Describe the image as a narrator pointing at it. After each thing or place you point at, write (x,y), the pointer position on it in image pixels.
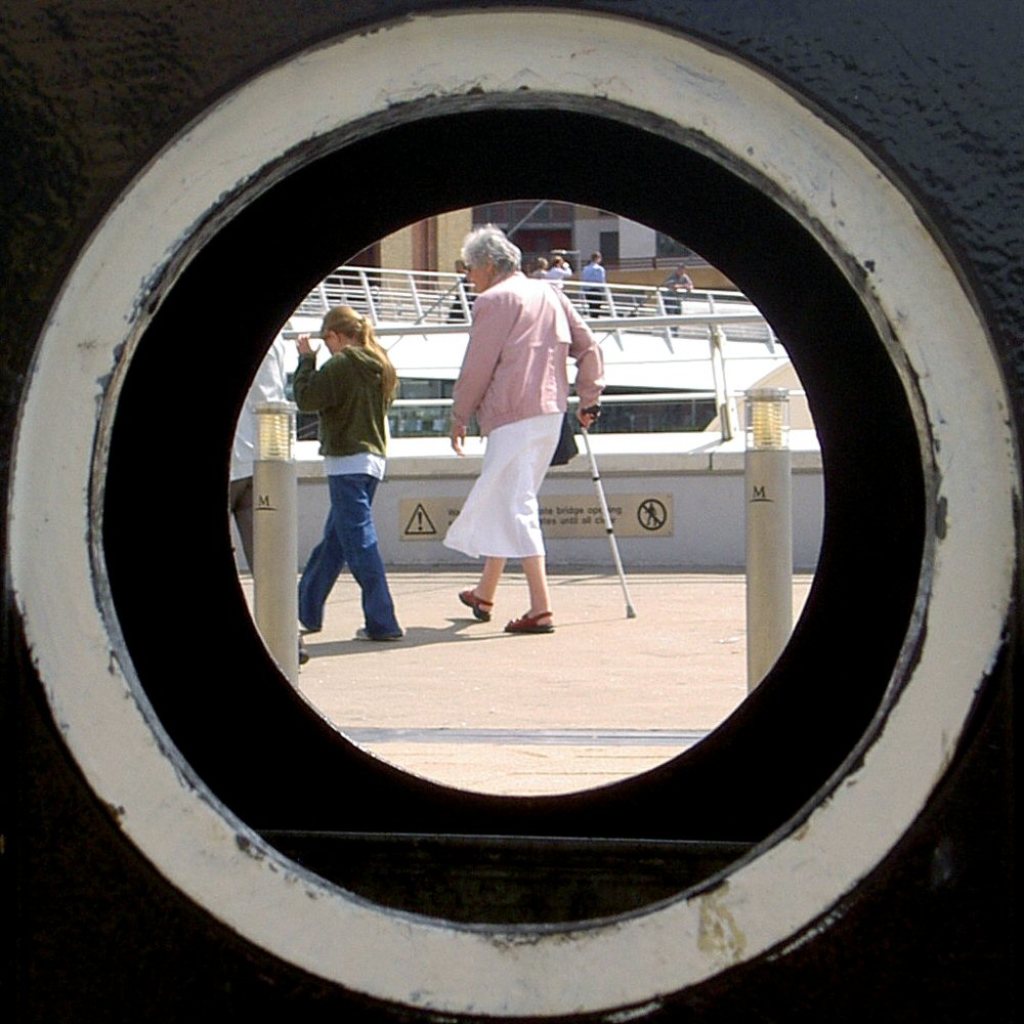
In the foreground of this image (726,944), there is a circular mirror (887,570) like an object (740,940) in which there are three people (543,561) walking where a woman (554,407) is holding a walking stick (614,535). In the background (718,345) it seems like a ship (677,416) and few people (599,304) on it.
